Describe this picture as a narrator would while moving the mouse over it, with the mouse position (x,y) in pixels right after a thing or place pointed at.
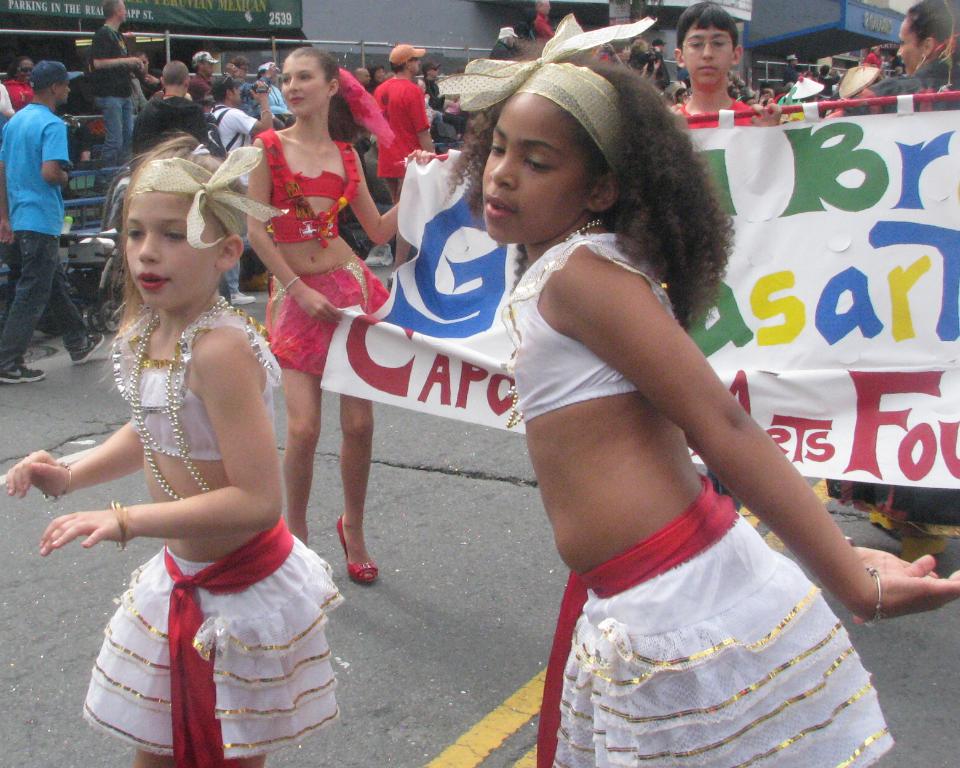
This picture describes about group of people (294,324), few are standing and few are walking, in the middle of the image (325,283) we can see a woman (323,246), she is holding a banner (365,326), in the background (621,3) we can see few buildings (763,11) and metal rods (424,47).
